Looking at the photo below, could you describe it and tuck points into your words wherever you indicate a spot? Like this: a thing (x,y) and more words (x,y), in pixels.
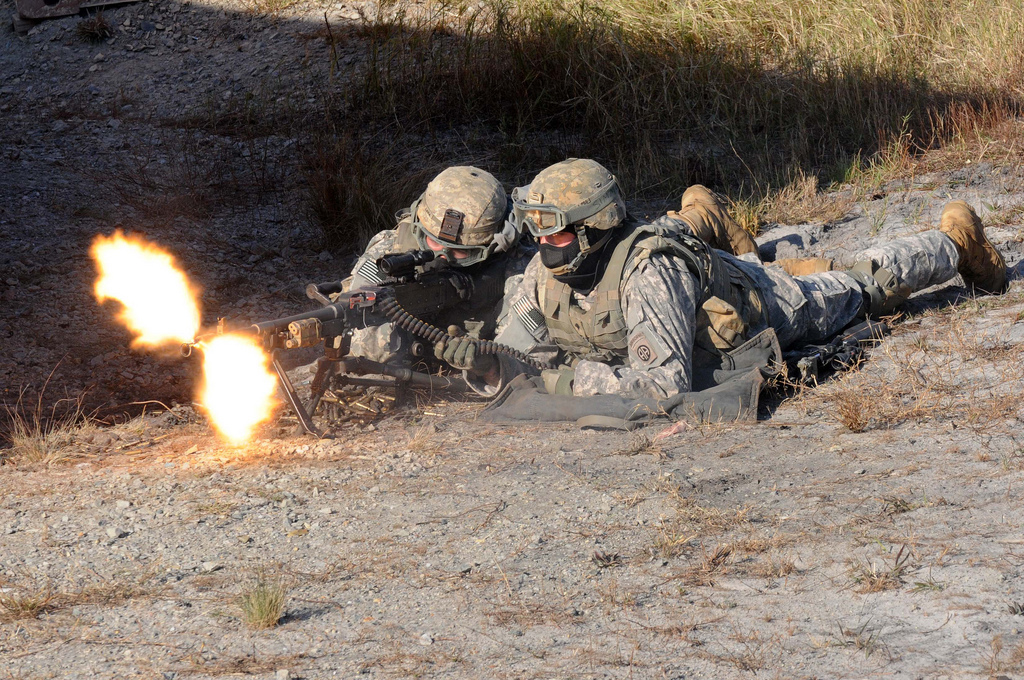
This picture is clicked outside. In the center (612,306) we can see a person (572,291) wearing a uniform (373,344), holding a rifle (374,307) and lying on the ground (251,449) and we can see another person (693,274) wearing a uniform (518,304) and lying on the ground (271,457) and we can see the rifle (259,328) releasing the flames (174,327). In the background (295,135) we can see the grass (581,78) and the ground (205,155).
